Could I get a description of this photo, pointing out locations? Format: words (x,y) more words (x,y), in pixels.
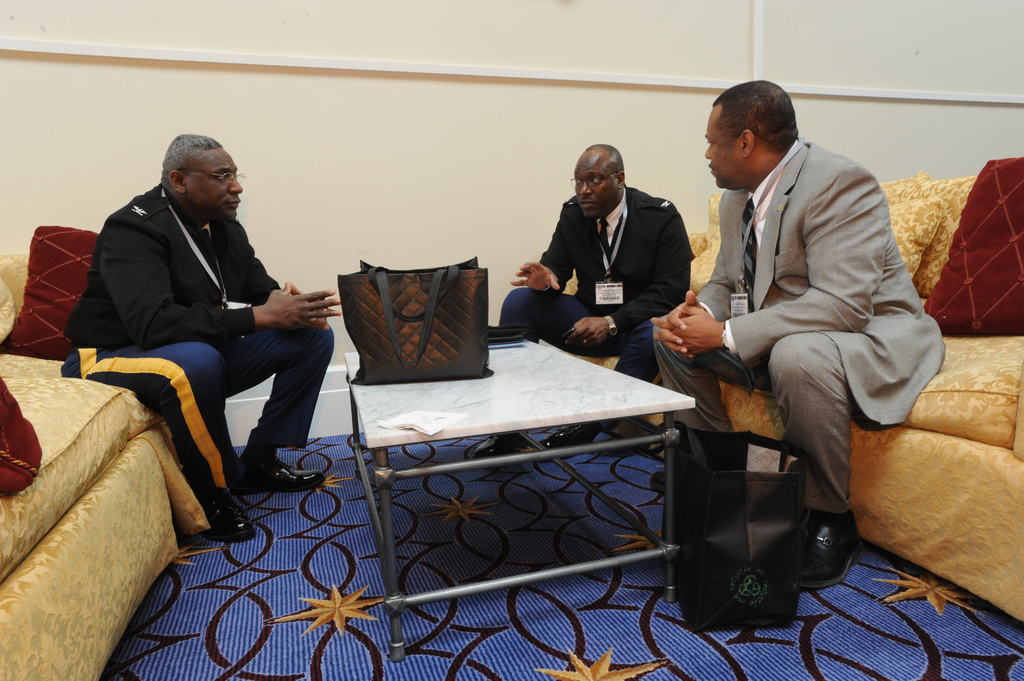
This picture shows three men (228,327) seated and speaking to each other on a sofa (108,407) and we see a handbag (420,304) on the table (369,505) can we see couple of pillows (65,337).
